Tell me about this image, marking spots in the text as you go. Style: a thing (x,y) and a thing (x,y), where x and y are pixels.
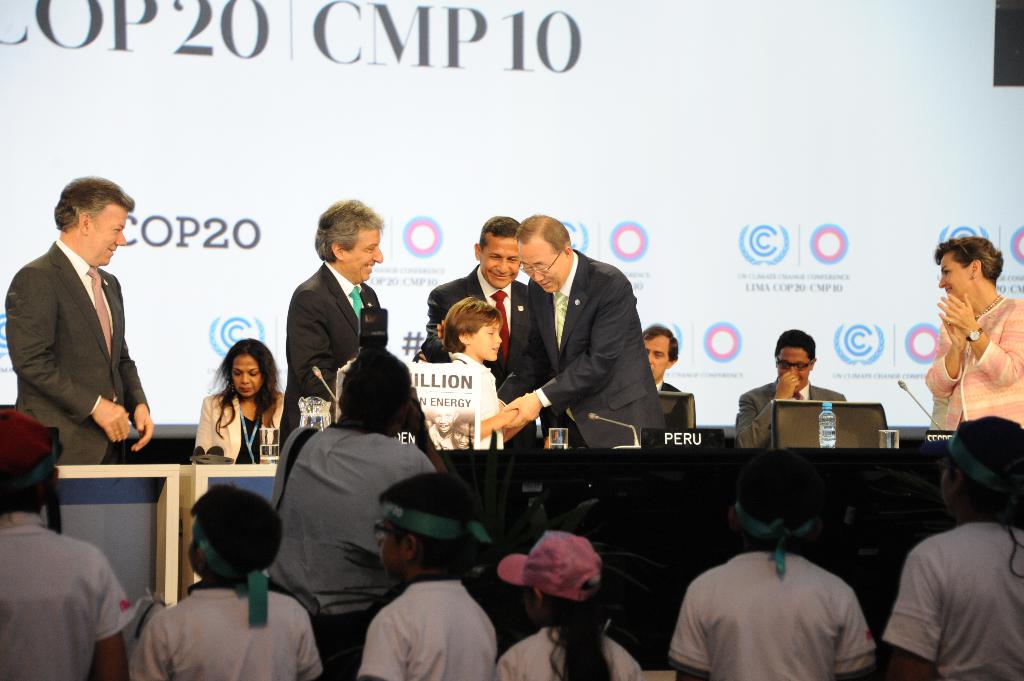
In this picture we can see a group of people (280,525) where some are standing and some are sitting and here on table (709,463) we can see bottle (828,412), glass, mic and in background (253,172) we can see banner (661,157) here person (586,319) is shaking hands (529,409) with boy (472,352) and woman (972,310) clapping her hands (957,323).
